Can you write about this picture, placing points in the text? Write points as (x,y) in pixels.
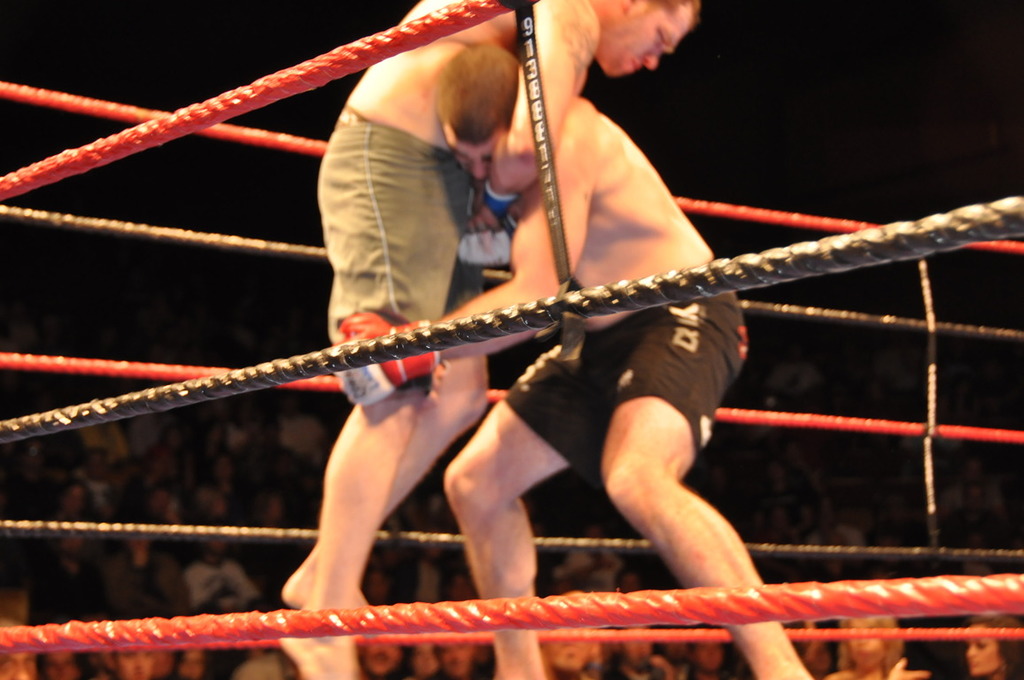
In this image I can see two persons (687,393) playing game, the person (696,361) at right (686,358) is wearing black color short (673,358) and the person (440,266) at left (338,175) is wearing green color short (322,216). Background I can see few other persons (981,537) sitting and few ropes (967,550) in black and red color.
